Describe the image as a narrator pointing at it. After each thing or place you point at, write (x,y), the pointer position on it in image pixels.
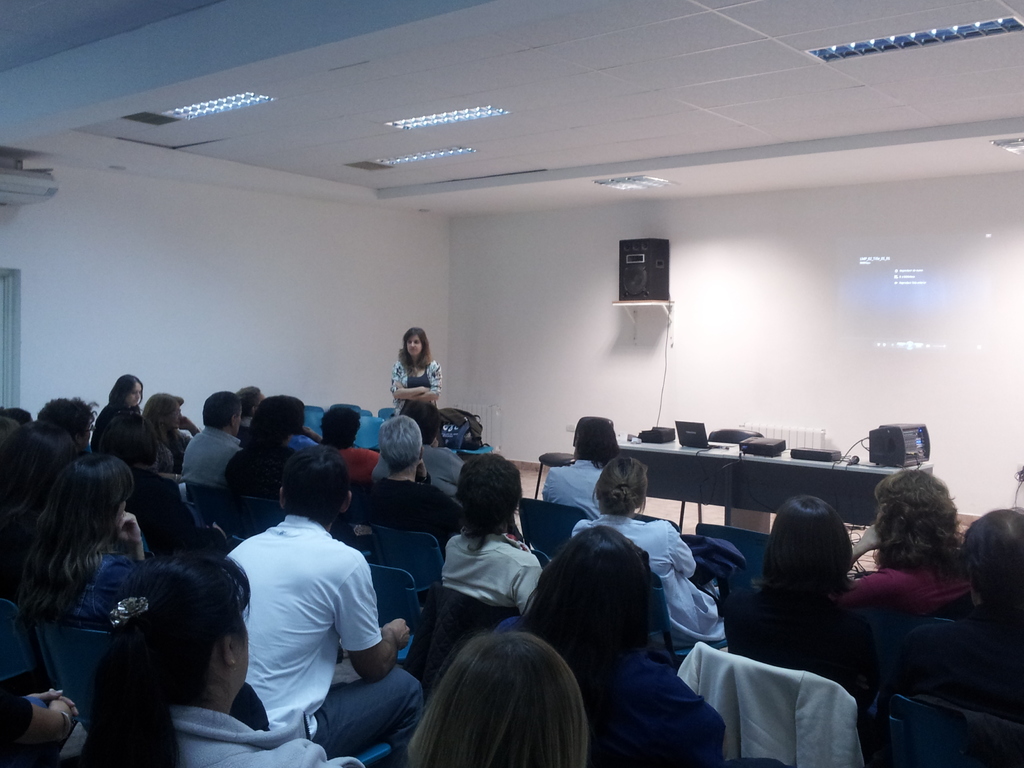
In a room (531,342) there is a woman (422,397) standing in front of a wall (447,367) and explaining something. In front of her plenty of people (335,702) are sitting on the chairs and there is a projector (773,441) and some image (863,307) is being projected on the wall (693,341) and in front of the wall (765,340) there is table (793,467) and there are many gadgets (765,451) kept on the table (730,453), there is a speaker (643,280) fit in front of the wall (647,312).
